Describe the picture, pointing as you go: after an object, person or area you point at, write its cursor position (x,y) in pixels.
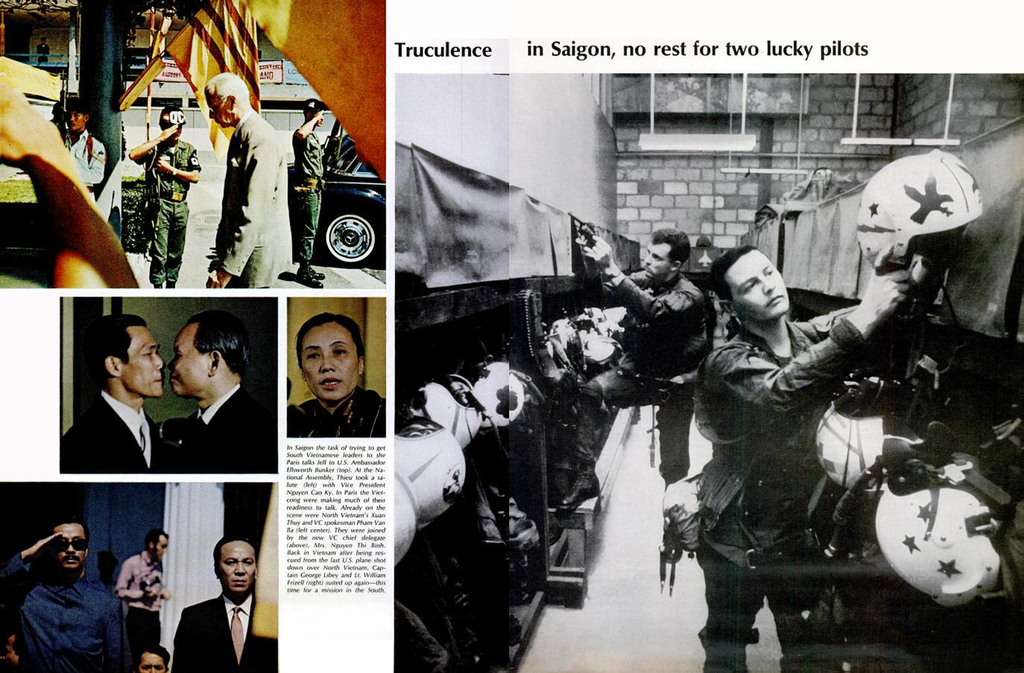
In the image we can see there are five pictures (395,391). In the left top (145,150) picture, we can see there are people (178,186) standing, wearing clothes (189,187) and some of them are wearing army clothes (296,162), there are even a vehicle (359,200) and a flag (222,62). In the second row, first image we can see two men (167,432) wearing clothes (137,441). In the second row, second image we can see a person (320,394) and text (334,485). In the third row, the image we can see there are many men (67,584) wearing clothes (118,615) and this man (60,552) is wearing spectacles (81,542). In the right (718,343) image we can see there are people (704,435) standing, wearing clothes (707,350) and holding an object (905,188) in their hand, this is a floor (666,602), light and a brick wall (752,182).
